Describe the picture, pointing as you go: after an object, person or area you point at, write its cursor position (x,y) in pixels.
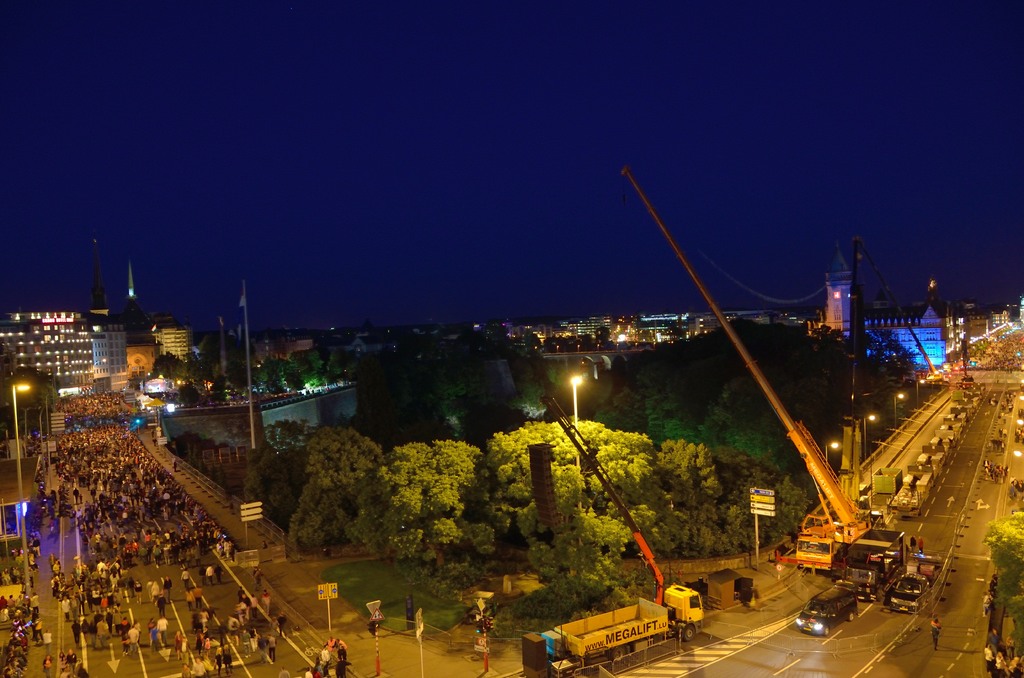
In the picture I can see so many people (143,478) are on the roads (140,646) and also vehicles (790,561) are on the road (819,579), beside the road (830,635) we can see some trees (442,442), buildings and sign boards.
